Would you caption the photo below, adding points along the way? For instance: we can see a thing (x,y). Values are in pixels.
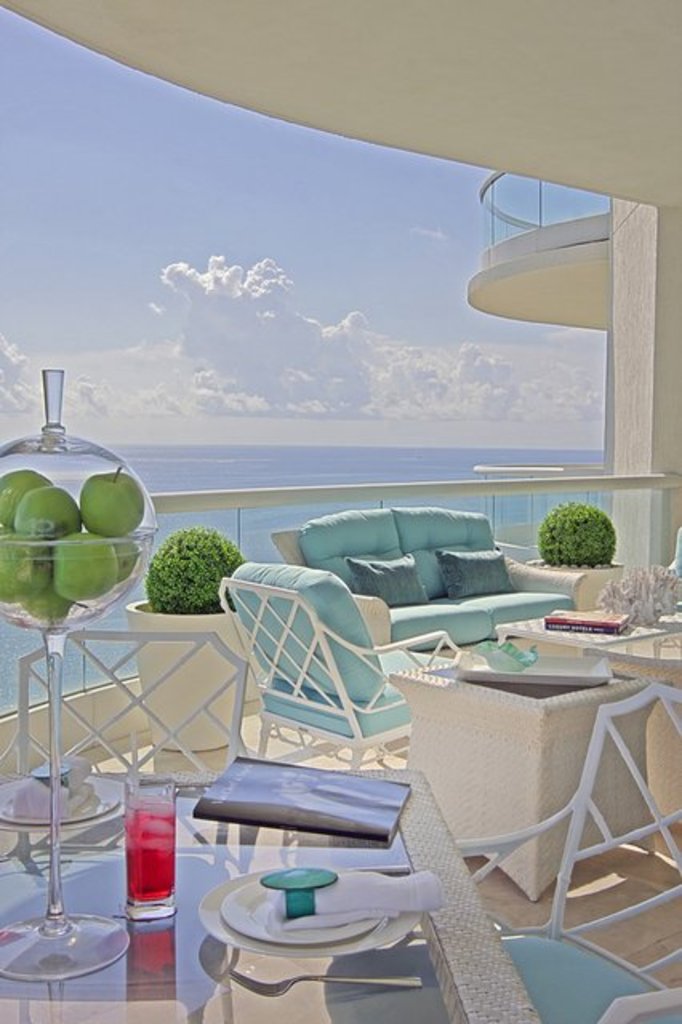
In this picture I can see a number of chairs (221,652) and tables (431,710). I can see the glass fence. I can see water (278,486). I can see clouds (219,289) in the sky (196,267). I can see sofa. I can see glass objects (137,906) and plates (235,903).
